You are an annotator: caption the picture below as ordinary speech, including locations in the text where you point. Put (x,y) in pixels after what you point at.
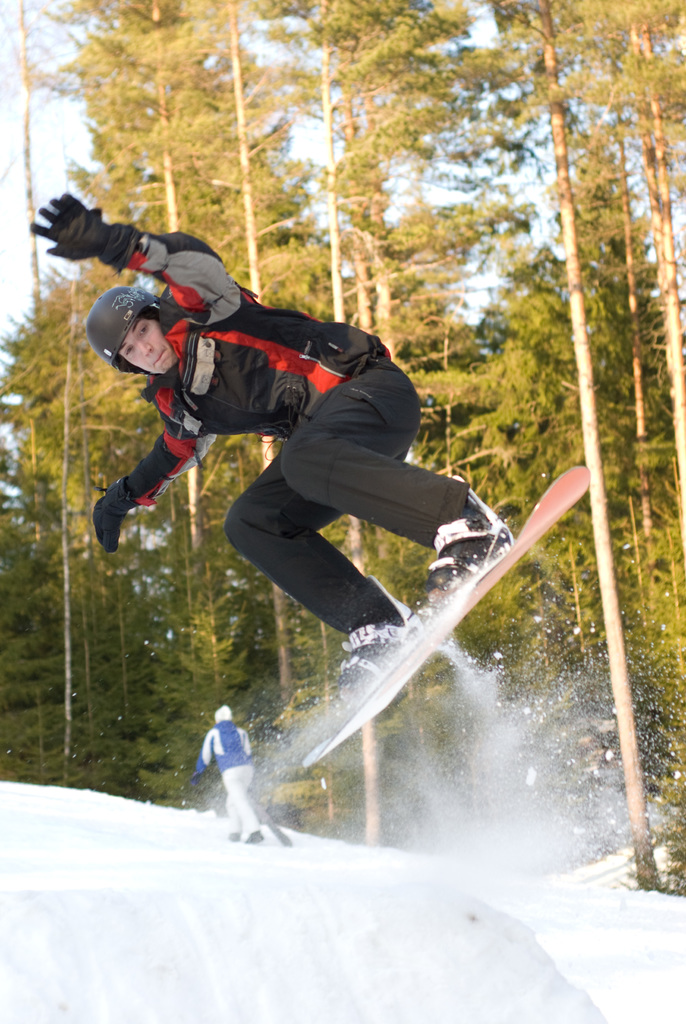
In this image there is snow (402,850) in the foreground (279,934). A person (325,518) is snowboarding. In the background (229,753) there is another person (233,765) standing. There are many trees (229,665) in the background (298,638). There is sky (487,272).
